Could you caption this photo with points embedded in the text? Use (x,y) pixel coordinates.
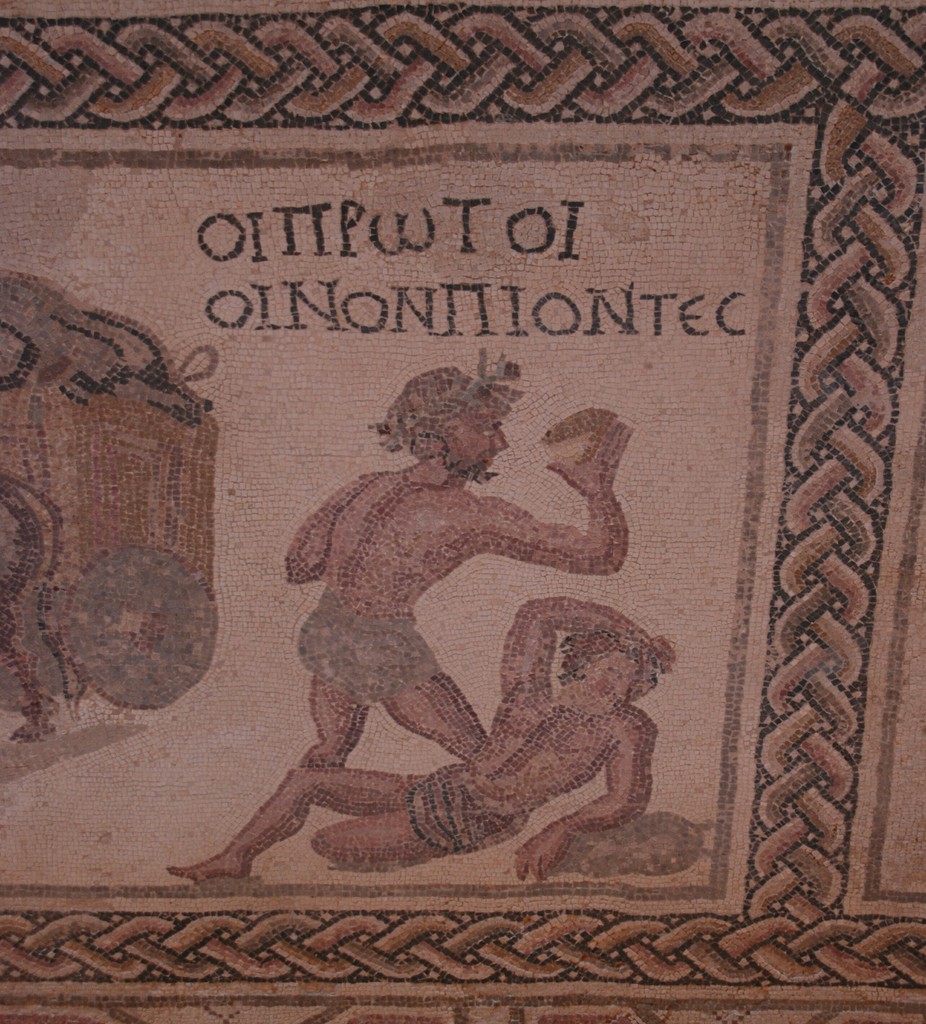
In this image I can see a mosaic (889,825), on the mosaic (384,348) I can see figures (633,716) of two persons (585,641). One person (585,641) is lying and the other person (414,621) is walking holding some object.
